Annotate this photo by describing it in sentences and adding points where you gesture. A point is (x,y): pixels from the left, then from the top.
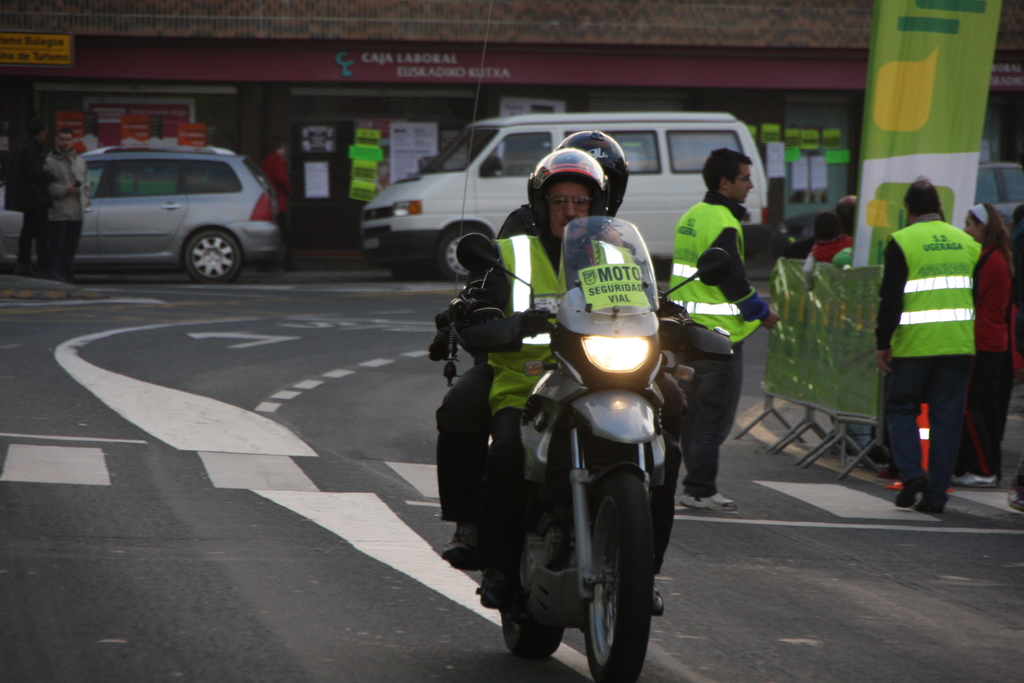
In this image in the center (527,256) there are two persons (524,272) who are sitting on a vehicle (557,568) and they are riding and on the background (230,174) there are two cars (419,185) and on the right side (943,266) there are a group of people (910,227) who are standing and some of them are walking and on the background (361,100) there are some stores (367,109).
